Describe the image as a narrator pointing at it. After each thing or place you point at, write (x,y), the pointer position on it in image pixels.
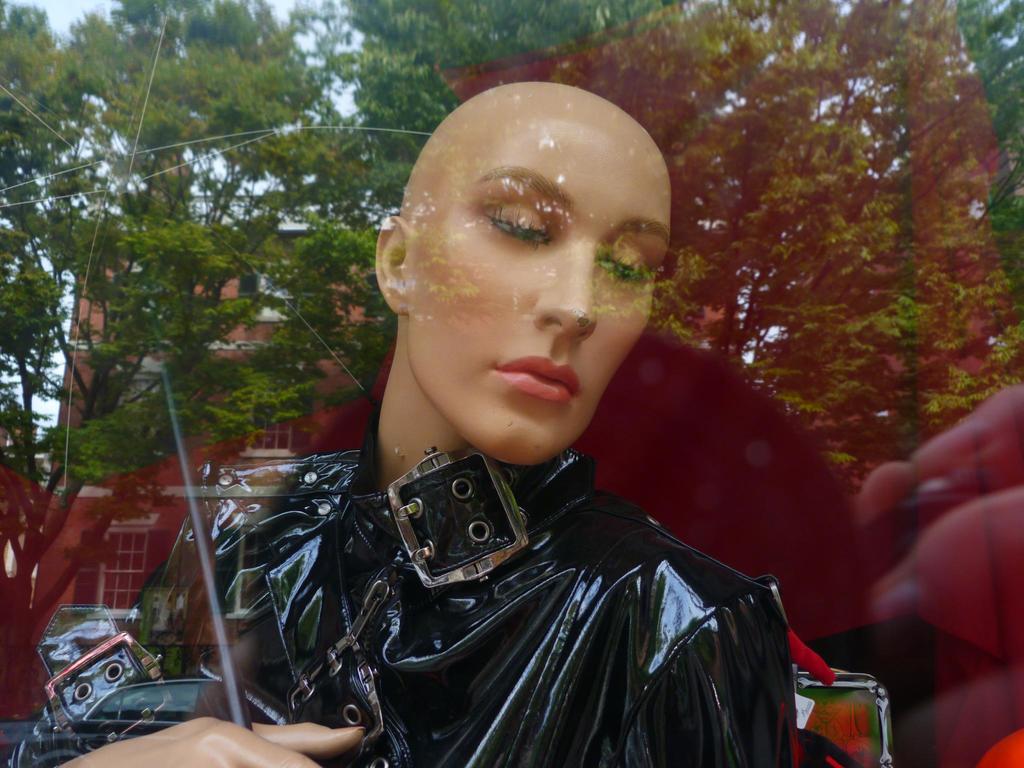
In the foreground (192,423), I can see the glass (363,432). Behind the glass (123,533) there is a mannequin (503,306) which is dressed with a black color jacket (544,633). On the glass (150,302) I can see the reflection (167,360) of the trees (183,324) and a building (118,546).
